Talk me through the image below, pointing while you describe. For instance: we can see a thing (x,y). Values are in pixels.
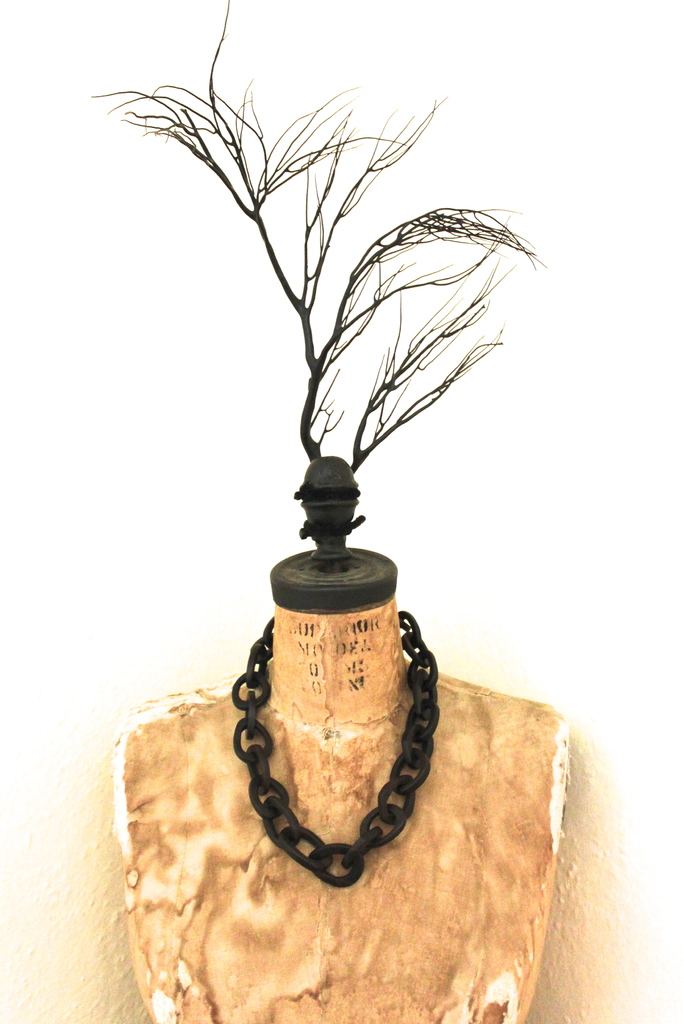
In this image I can see a plastic tree (326,368) and a black colour chain (262,658). I can see something is written over here and I can see white colour in background (508,264).
